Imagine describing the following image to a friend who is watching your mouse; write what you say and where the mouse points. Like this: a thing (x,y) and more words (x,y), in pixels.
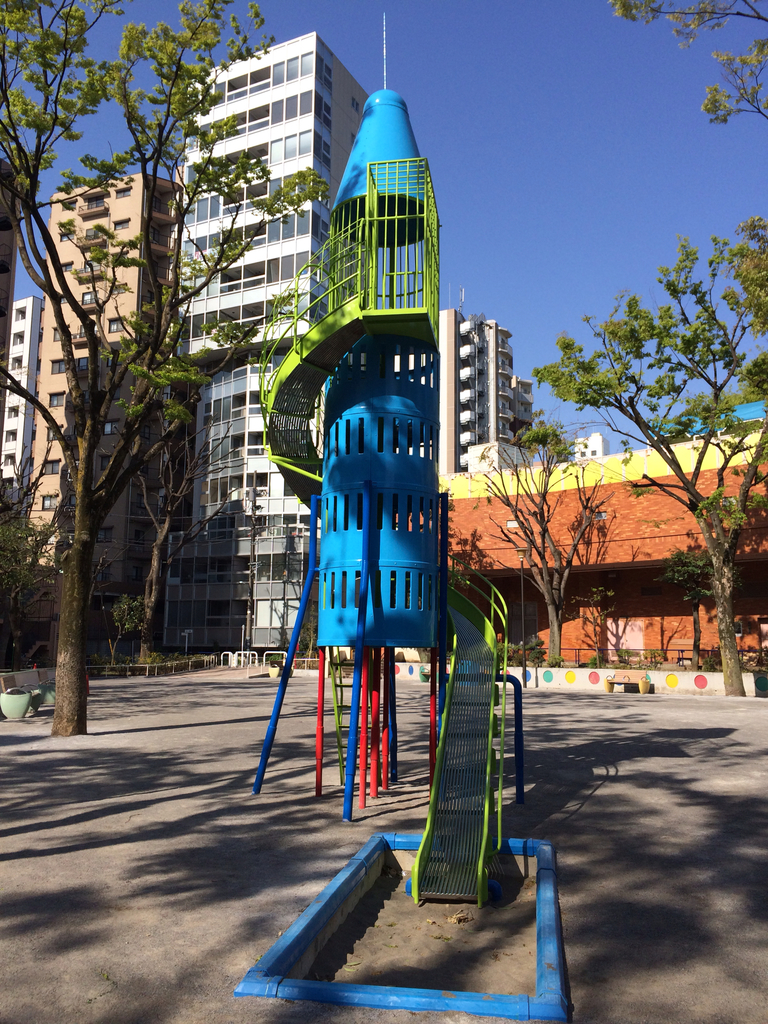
This is an outside view. In the middle of the image (388,492) there is a slide (392,702). In the background (299,579) there are many trees (27,581) and buildings (636,531). At the top of the image (601,103) I can see the sky (612,122) in blue color.
